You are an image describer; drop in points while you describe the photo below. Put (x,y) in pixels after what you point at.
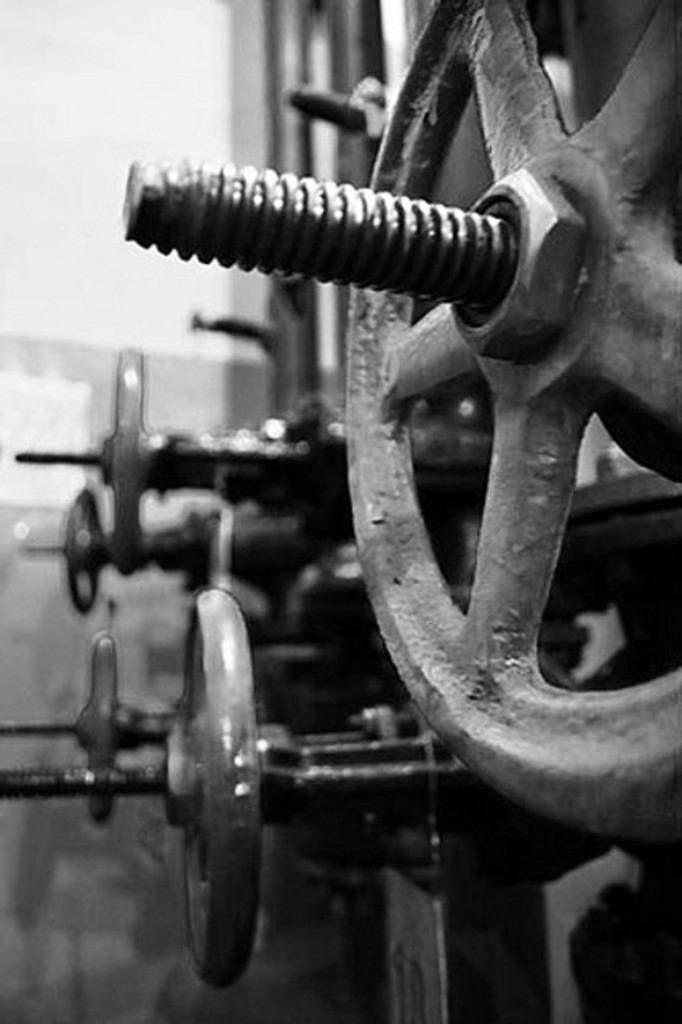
In this picture there are machine tools (339,529). The background (45,336) is blurred.
